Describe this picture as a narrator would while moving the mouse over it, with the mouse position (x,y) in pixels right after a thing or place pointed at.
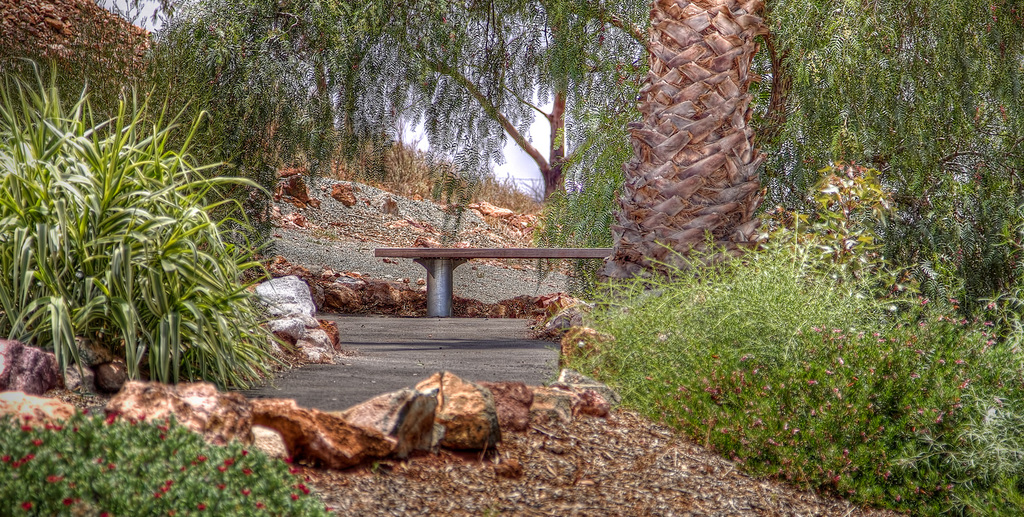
In this image, we can see the ground (411,487) with some objects (448,499). We can also see some stones (437,442), plants (685,392) and trees (587,5). We can also see the trunk (704,27) of the tree (724,21) and the bench (448,278). We can also see the sky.
